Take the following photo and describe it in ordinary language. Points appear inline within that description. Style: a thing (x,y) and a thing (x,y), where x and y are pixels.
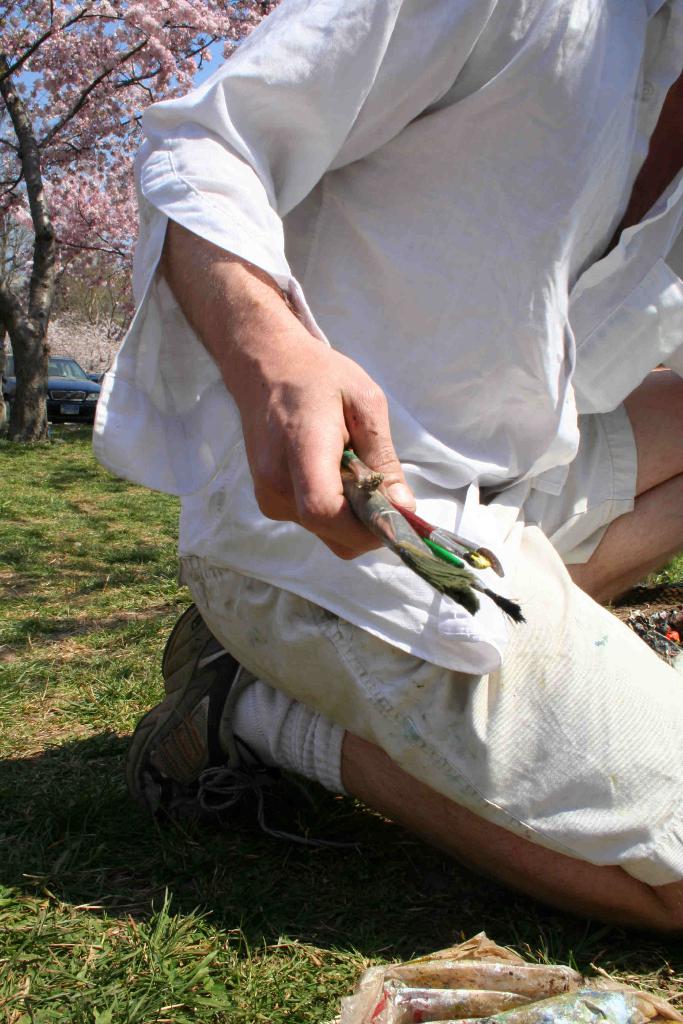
In this image there is a man (351,240) who kneeling down on the ground (183,820) by holding the brushes (443,568). In the background (66,261) there is a tree (66,208) with so many flowers (106,135). Beside the tree (44,368) there is a car (60,392). On the ground (157,872) there is grass (191,897) and some packets (498,963).
